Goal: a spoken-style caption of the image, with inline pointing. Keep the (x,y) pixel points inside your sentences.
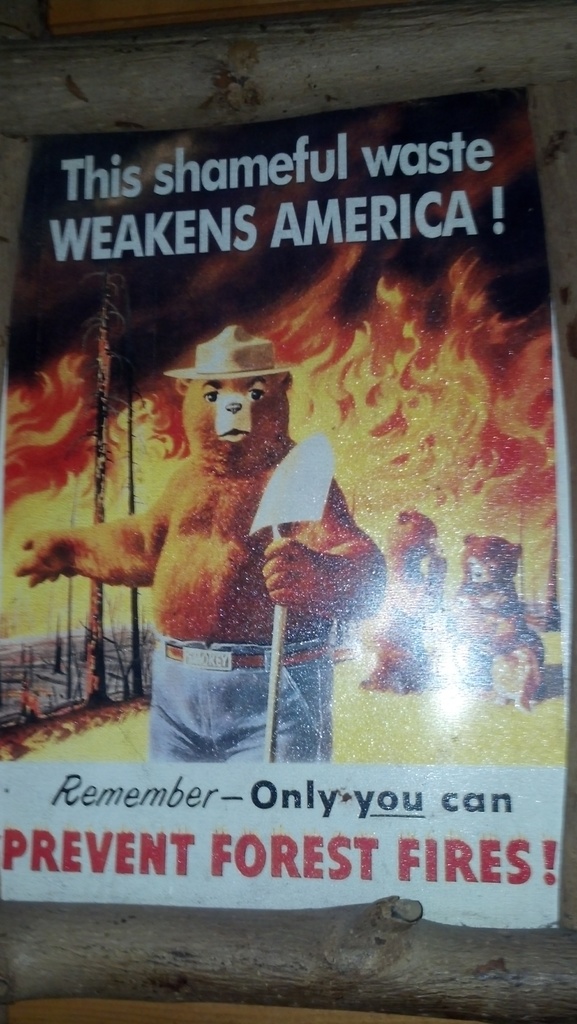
In this image in the center (366,614) there is one poster (99,457) stick to the wall (20,116), in that poster (243,780) there is some text (450,798) written and some bears (312,583).
